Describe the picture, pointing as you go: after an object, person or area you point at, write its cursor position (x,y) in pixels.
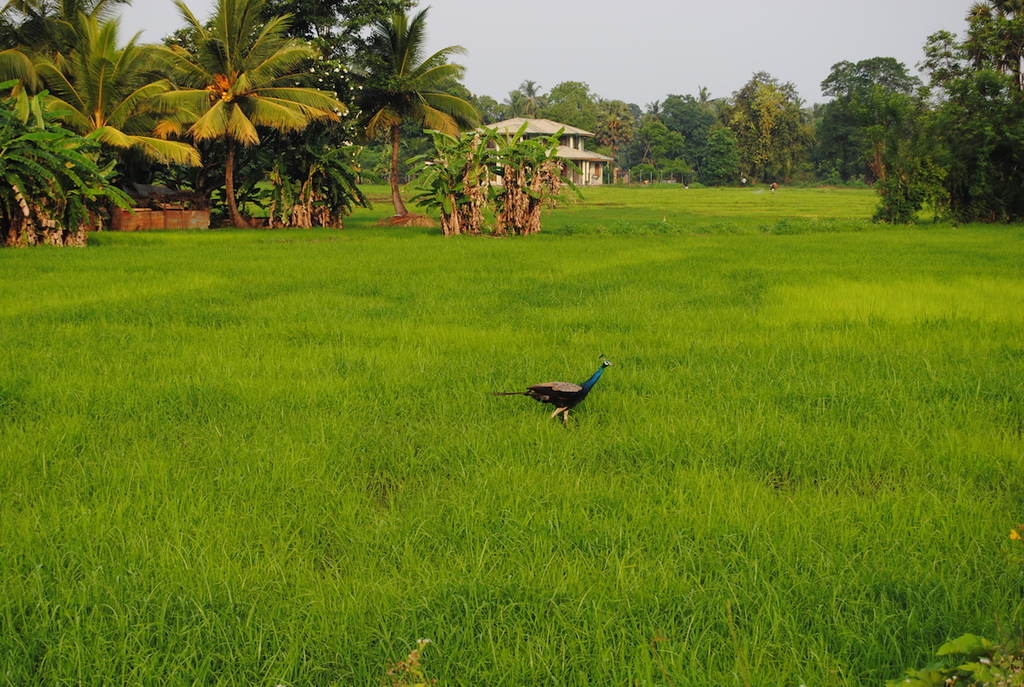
In this image, we can see a peacock (569,396) on the grass (323,554). At the top of the image (48,219), we can see trees (882,138), plants (522,224), shelter (573,158) and sky (654,23).
